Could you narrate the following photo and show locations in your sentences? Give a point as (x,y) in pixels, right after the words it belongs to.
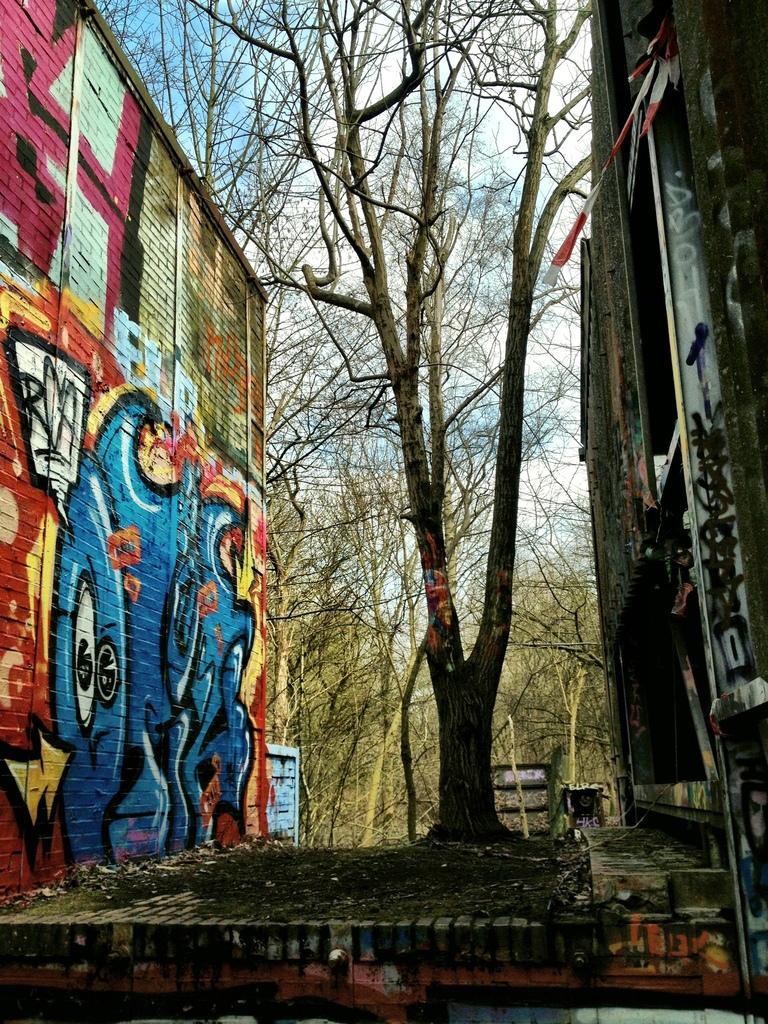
In this image we can see painting (221,642) on the wall (215,723). Here we can see bare trees (402,813), pole (654,185), and few objects (279,833). There is a building (651,582) which is truncated. In the background (526,501) there is sky (346,220) with clouds (539,46).
